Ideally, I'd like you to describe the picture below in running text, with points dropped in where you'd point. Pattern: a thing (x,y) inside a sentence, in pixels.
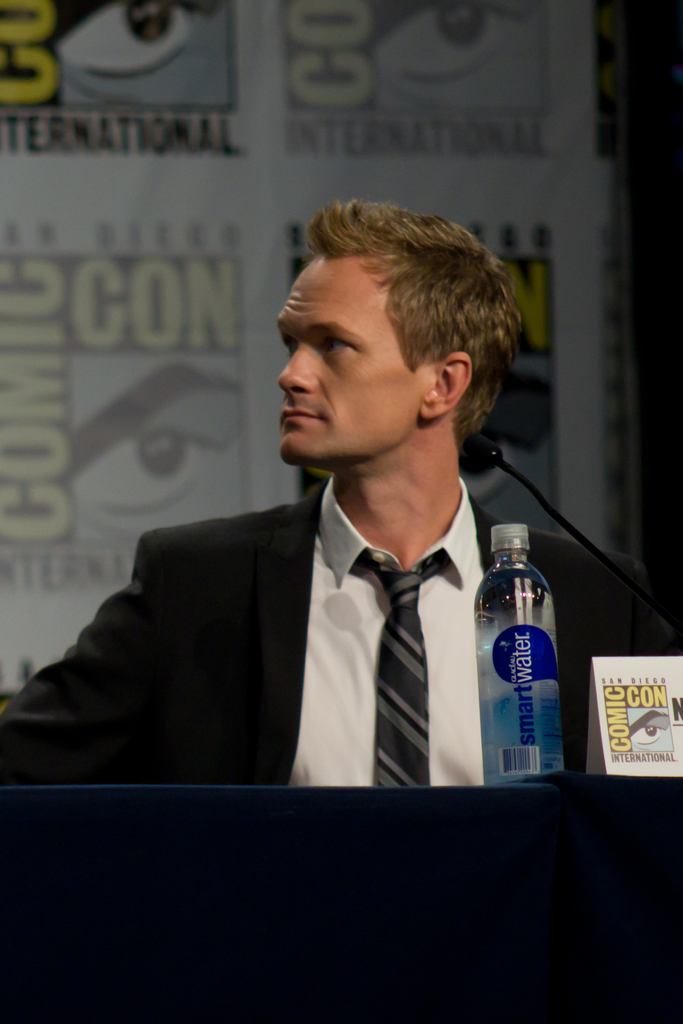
In the center (383,492) we can see one person (343,520) sitting on the chair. In front (477,804) there is a table (519,814), on table (519,814) we can see cloth (550,798), water bottle (552,768) and paper (668,673). In the background (145,319) there is a wall (396,200).
